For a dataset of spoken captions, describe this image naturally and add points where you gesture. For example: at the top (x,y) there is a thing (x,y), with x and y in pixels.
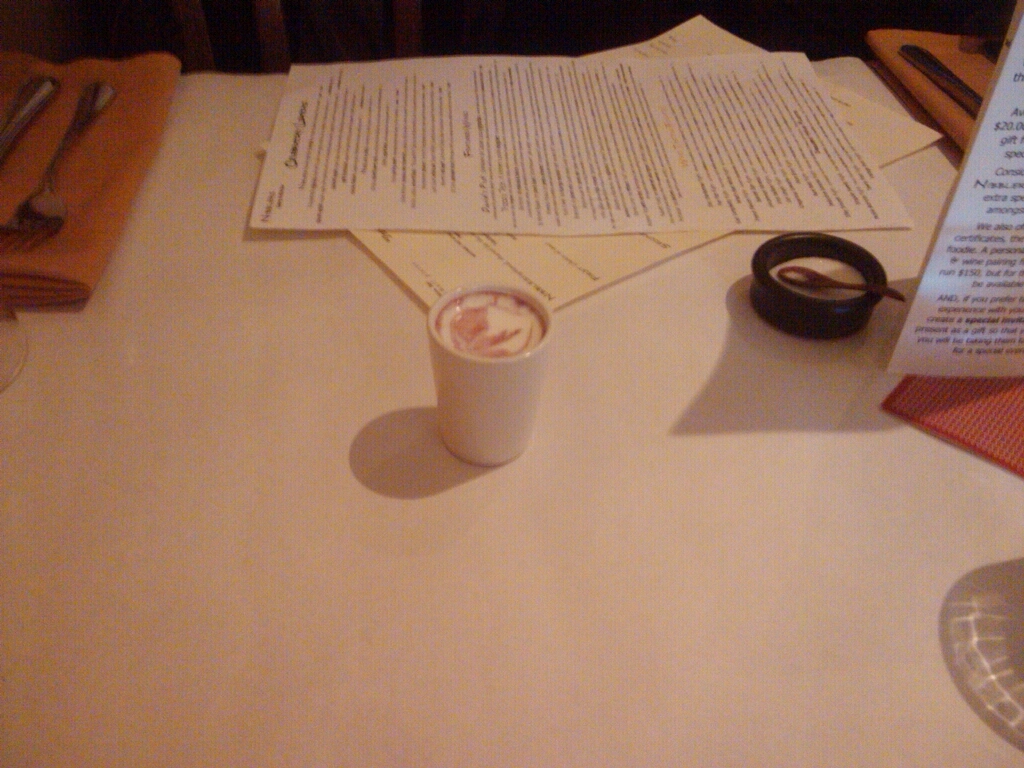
This picture shows papers (336,151) and a glass (489,420) and we see a fork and a spoon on the napkin (72,225) and a bowl (815,298) with a spoon (883,288) on the table (703,294).
